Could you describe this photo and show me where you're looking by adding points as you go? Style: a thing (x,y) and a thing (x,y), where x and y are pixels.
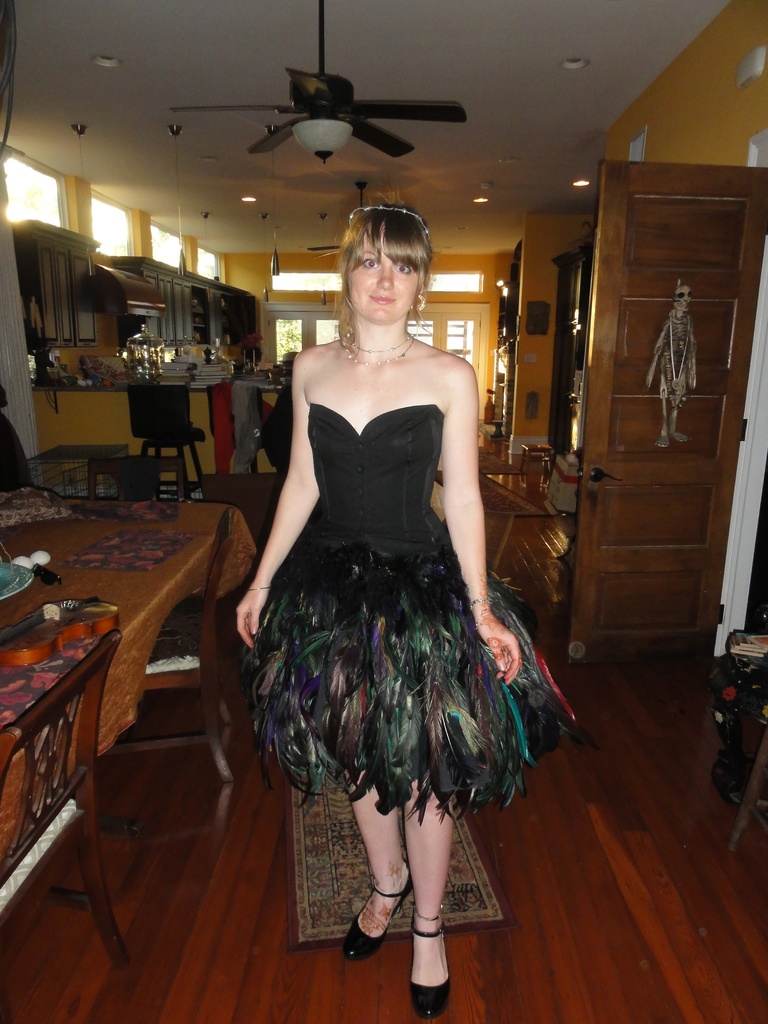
A woman (359,211) is posing to camera wearing a dress (387,518). The dress (418,469) has feathers (353,666) attached to it. There is a table (214,532) beside her. A fan (347,91) to the roof (472,147).
